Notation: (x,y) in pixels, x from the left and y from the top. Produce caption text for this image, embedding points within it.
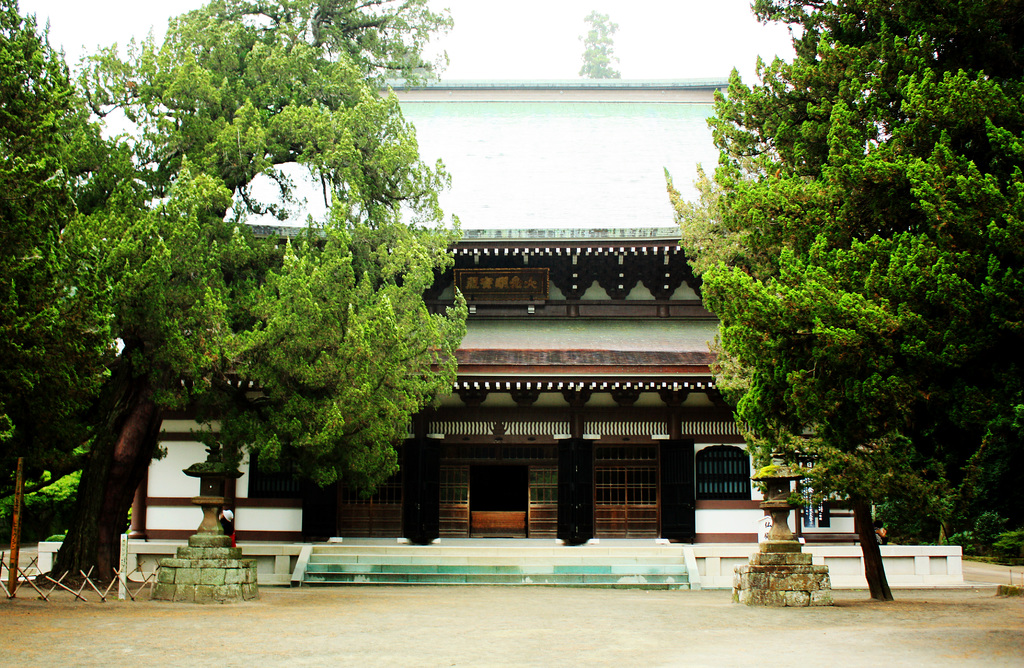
In this image, I can see a building (537,512) and there are trees (923,400). In front of the building (301,573), there are pedestals (753,572). In the background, there is the sky (673,25).
